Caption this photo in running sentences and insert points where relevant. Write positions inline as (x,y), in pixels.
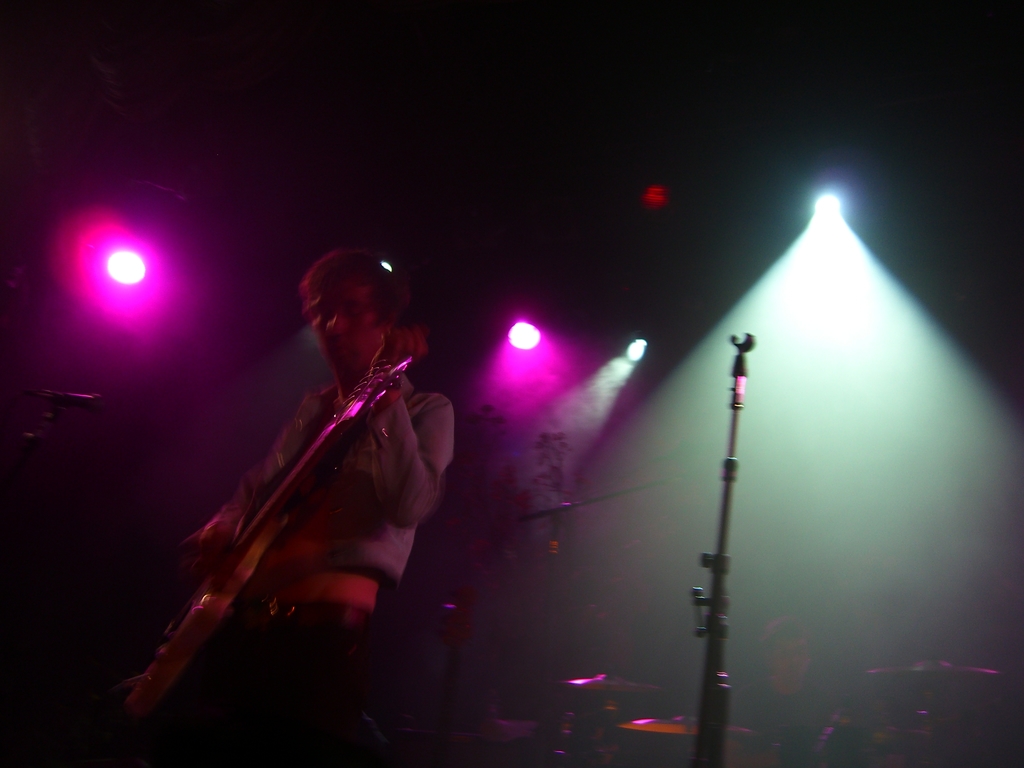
This image consists of a person (365,635) playing guitar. It is clicked in a concert. To the right (709,683), there is a stand (714,697). In the background (655,486), there are few lights (877,288).
